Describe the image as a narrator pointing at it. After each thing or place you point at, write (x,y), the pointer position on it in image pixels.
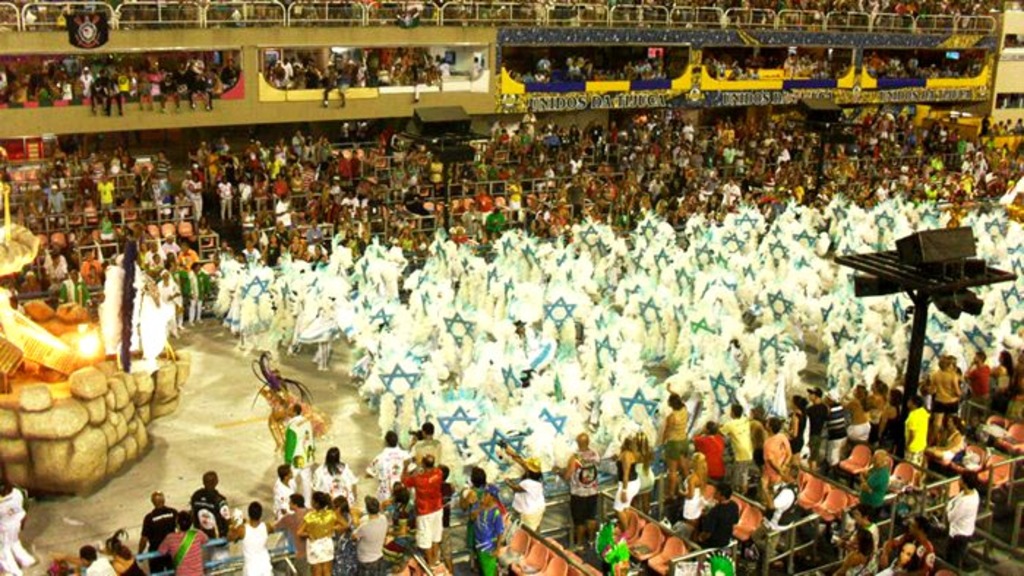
A group of people (424,482) are standing and observing these things (521,365). On the left side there is a light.
